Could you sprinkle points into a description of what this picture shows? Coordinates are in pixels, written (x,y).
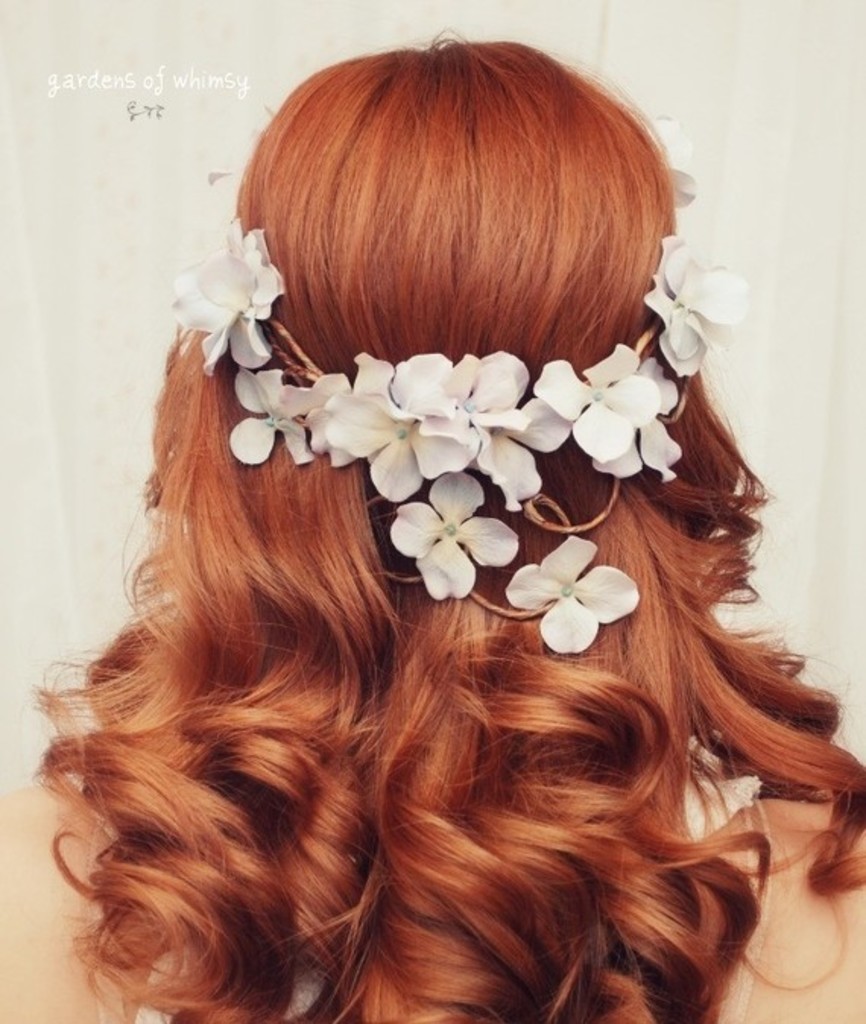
Here in this picture we can see an hairstyle (418,263) of a woman (217,833) and we can see she is wearing a floral crown (326,376) on her over there.
